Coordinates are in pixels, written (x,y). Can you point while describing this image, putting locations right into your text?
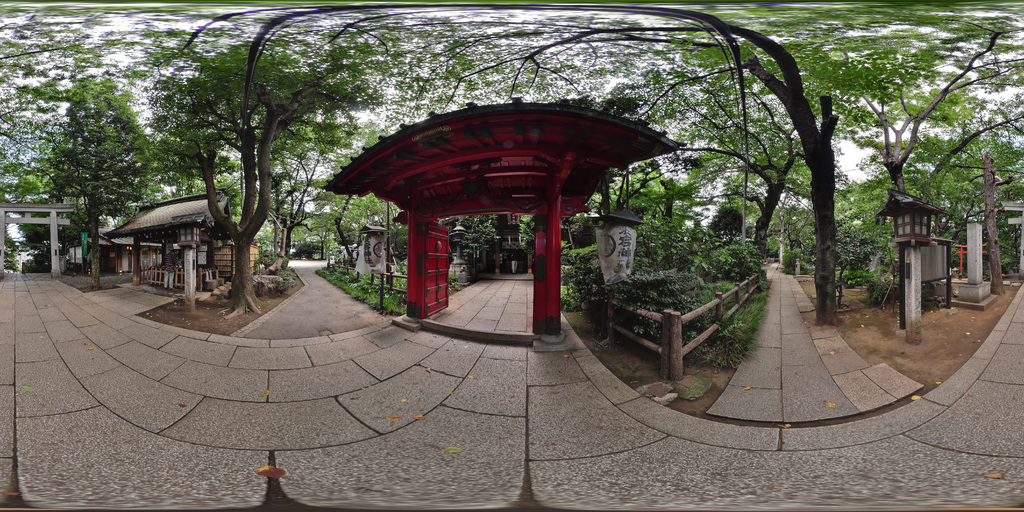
In the image we can see some trees (662,105) and arch (395,163) and plants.
